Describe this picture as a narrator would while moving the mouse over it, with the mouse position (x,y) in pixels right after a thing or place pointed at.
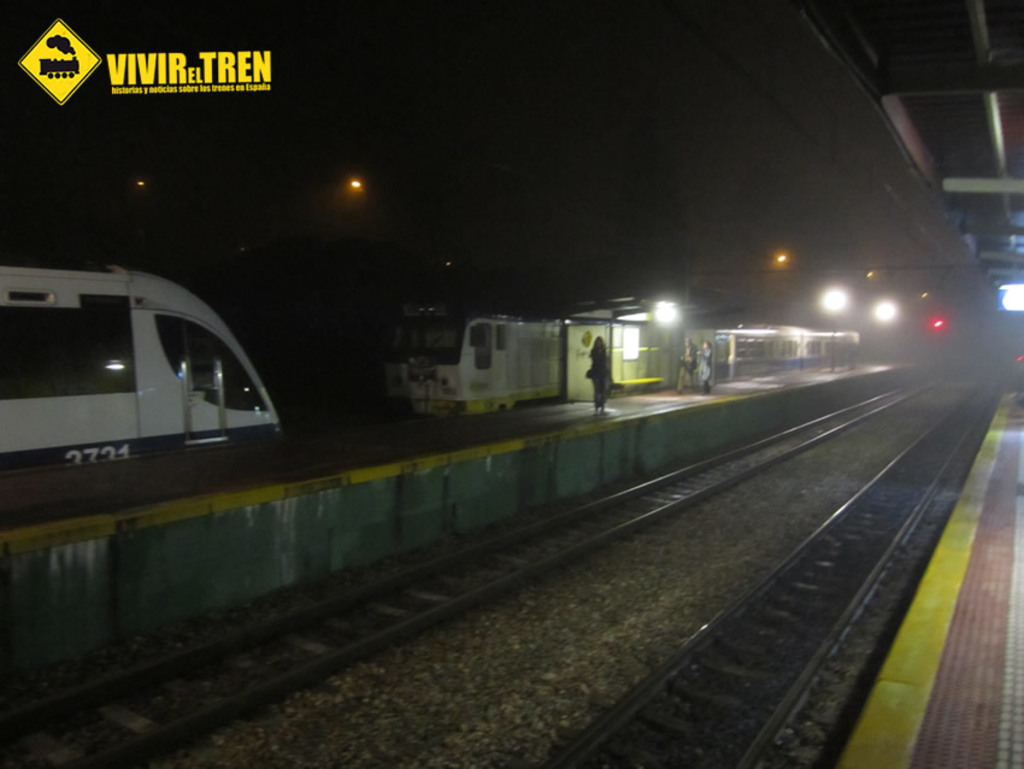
This picture might be taken in a railway station (112,483), in this image on the left side (95,357) there is a train (147,391) and at the bottom (406,641) there is a railway track (878,563) and footpath (955,559). And in the center (534,355) there is another train (423,357) and some persons (598,356) are walking, and also there are some poles (566,367) and light (672,306). On the right side (953,181) there are some lights (1010,288) and poles (997,105).
